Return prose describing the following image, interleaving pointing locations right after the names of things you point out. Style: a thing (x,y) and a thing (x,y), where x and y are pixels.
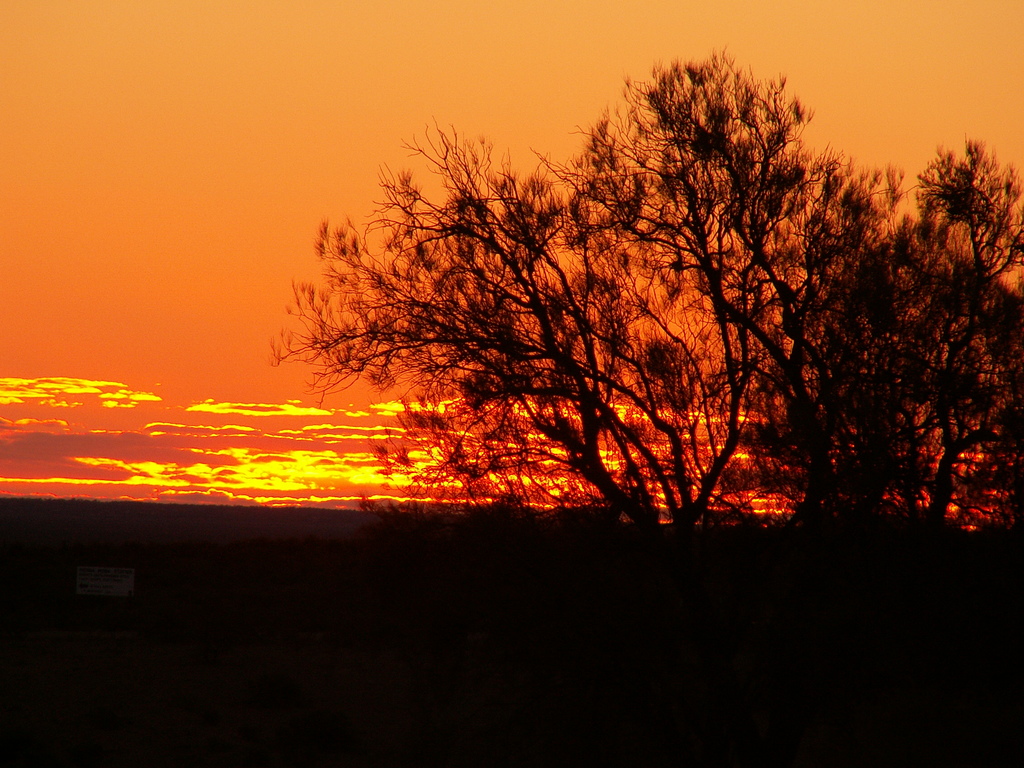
In this image there are trees (379,317), and in the background (310,252) there is yellowish orange color sky (250,276) with clouds (222,411).
